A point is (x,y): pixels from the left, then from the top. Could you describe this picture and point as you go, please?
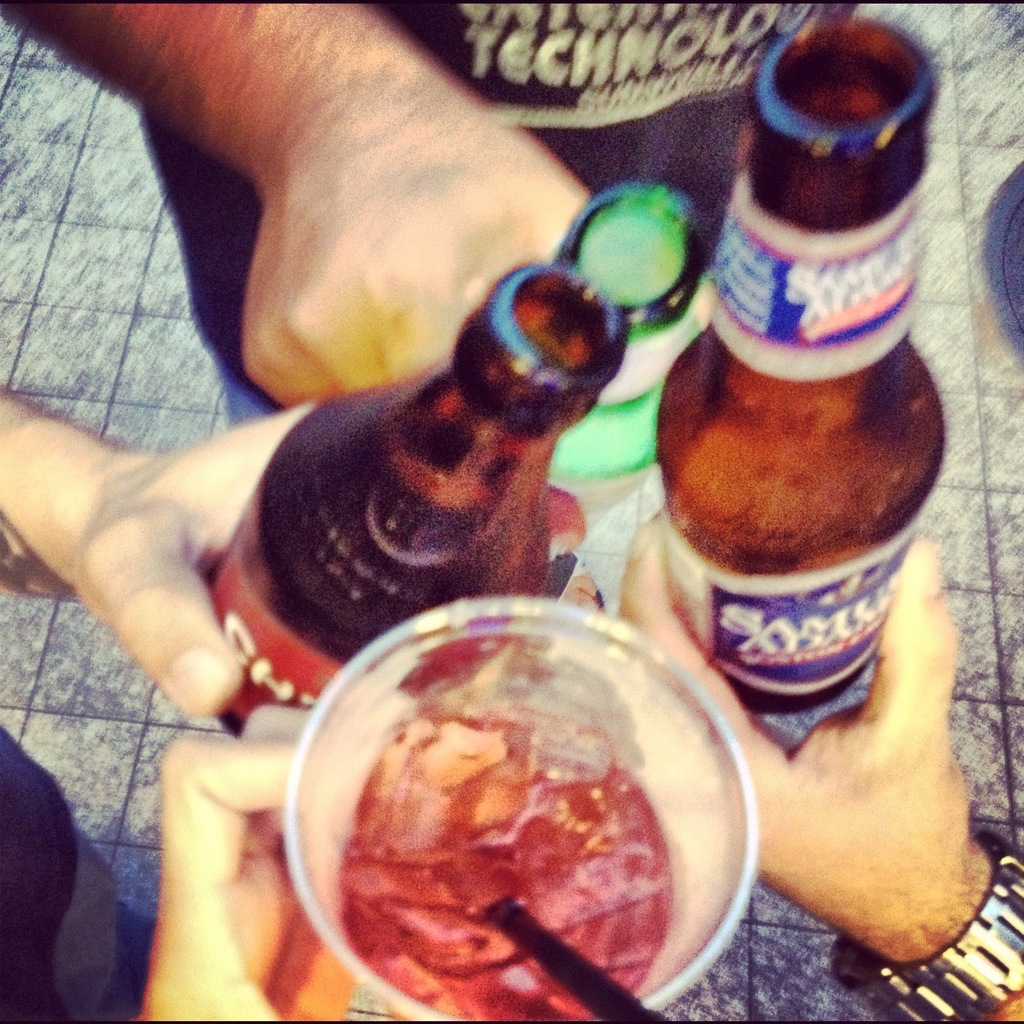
In the image there are four people (138,459) holding bottles (807,496) and glass (365,906) which it is having a some liquid content (560,868), straw (592,983).
